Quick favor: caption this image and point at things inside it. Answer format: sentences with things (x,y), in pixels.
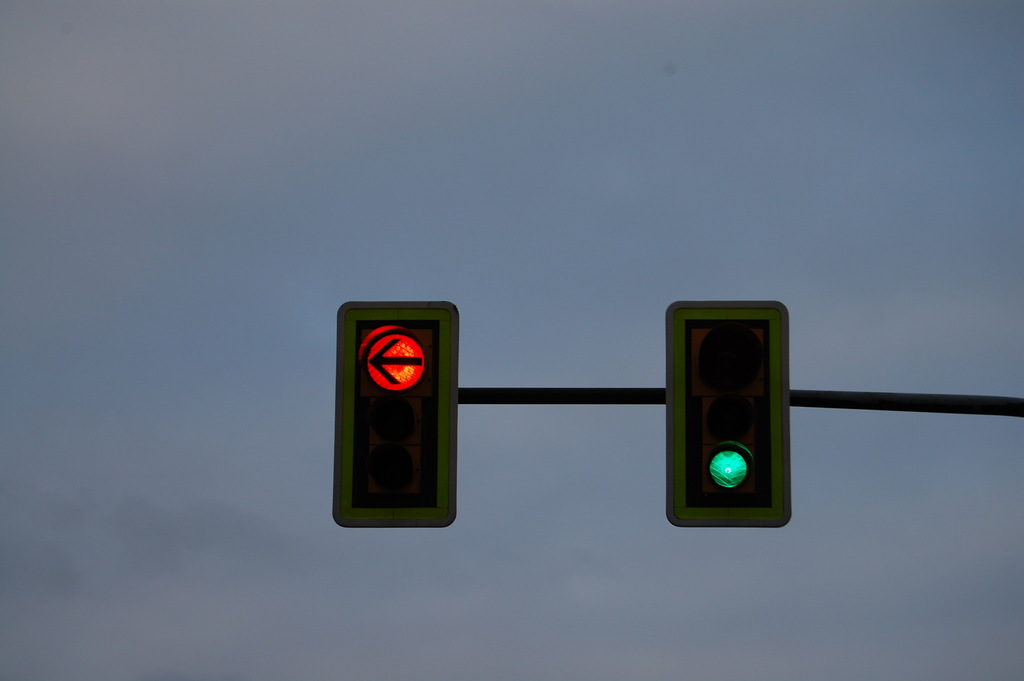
In the image there is a pole (794,392) with traffic signals (383,459). Behind the pole (814,406) there is sky (553,543).
